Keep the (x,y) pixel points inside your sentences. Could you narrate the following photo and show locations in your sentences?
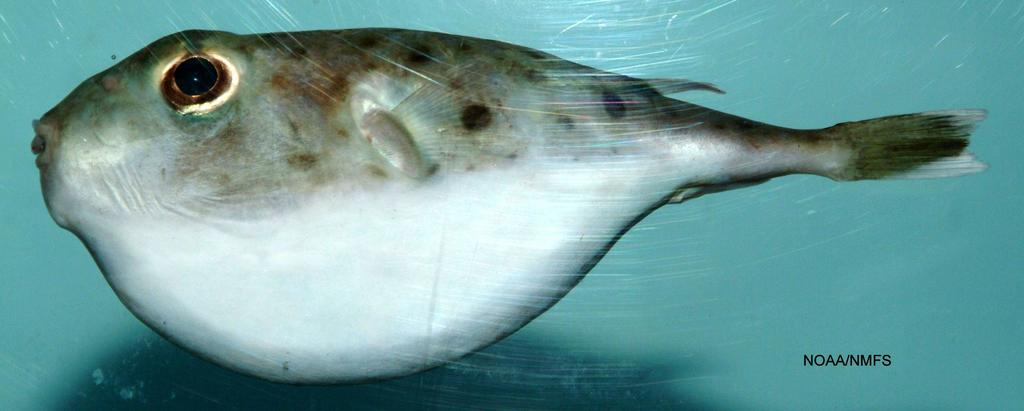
In this image there is a fish (330,205) in the water (591,310).
